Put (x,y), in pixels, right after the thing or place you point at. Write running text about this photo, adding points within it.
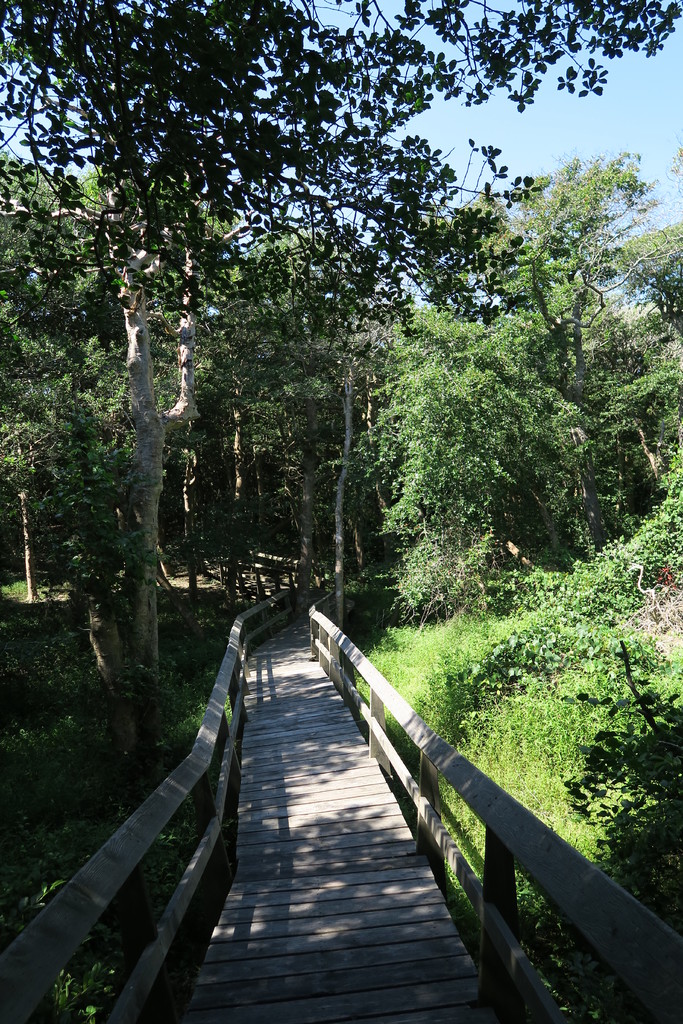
Here in this picture in the middle (284,671) we can see a wooden path (280,712) present over there and we can see railings (233,656) present beside that and we can see trees (243,555) and plants (519,787) present all over there.
